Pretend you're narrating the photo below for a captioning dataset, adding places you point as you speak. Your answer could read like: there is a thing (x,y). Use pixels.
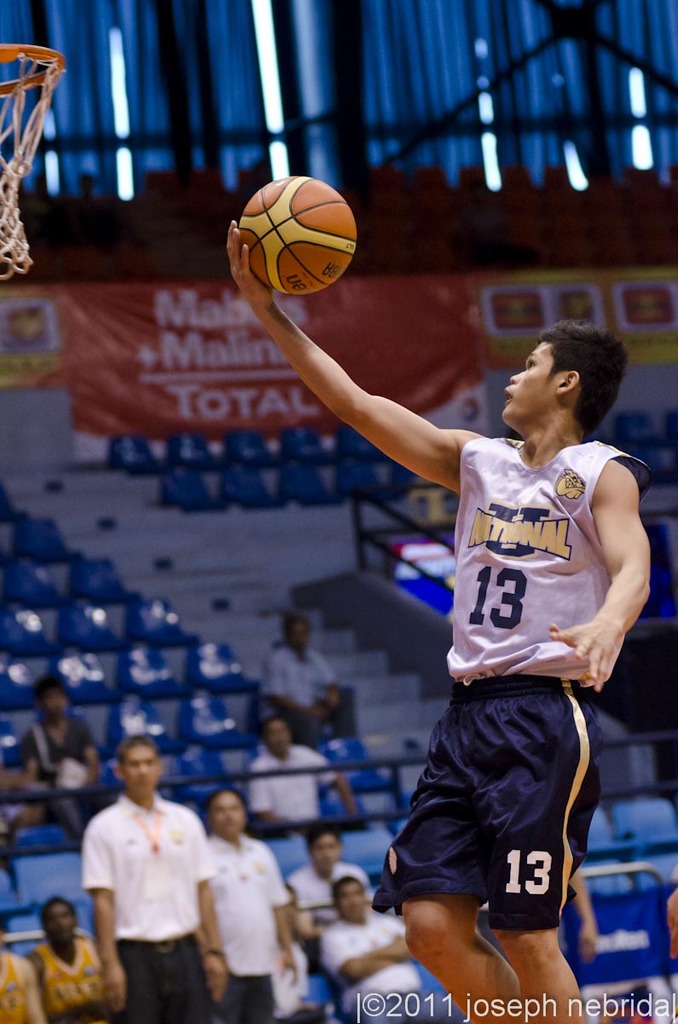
In the center of the image (347,424) there is a person (425,920) holding a ball (329,216). At the bottom of the image (401,980) there are people (401,980) sitting in chairs (53,891). In the background of the image (283,485) there are chairs (304,452).
